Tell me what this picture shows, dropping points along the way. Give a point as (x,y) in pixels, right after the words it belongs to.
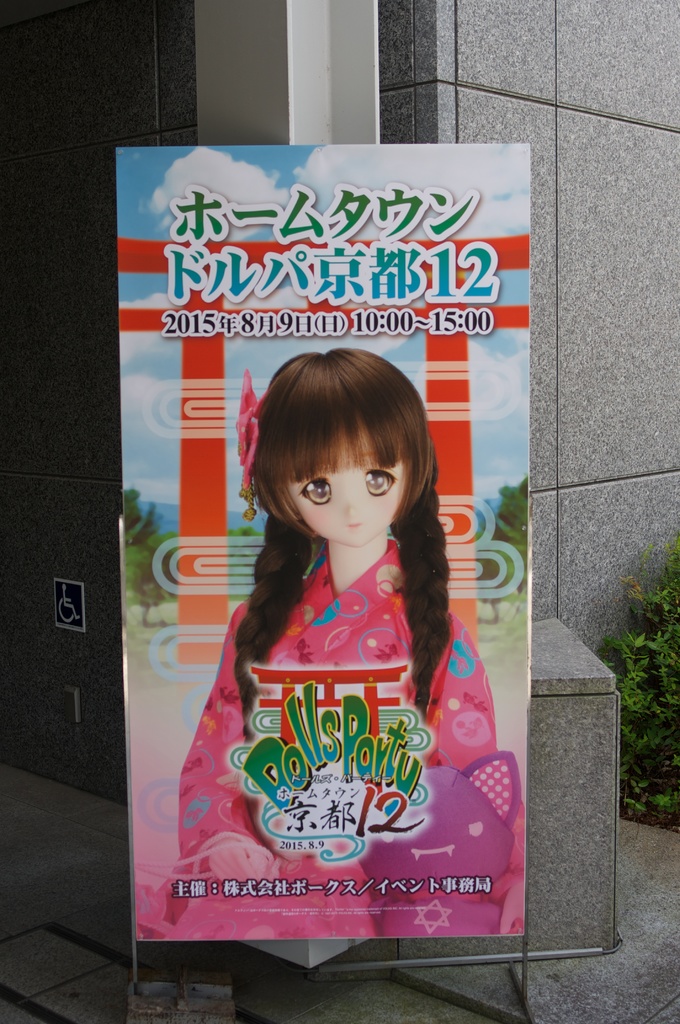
In this picture we can see a board (348,598), there is a depiction of a doll (332,655) and some text (296,265) on the board (285,263), in the background (585,124) there is a wall (565,104), we can see a plant (668,701) on the right side (642,721).
